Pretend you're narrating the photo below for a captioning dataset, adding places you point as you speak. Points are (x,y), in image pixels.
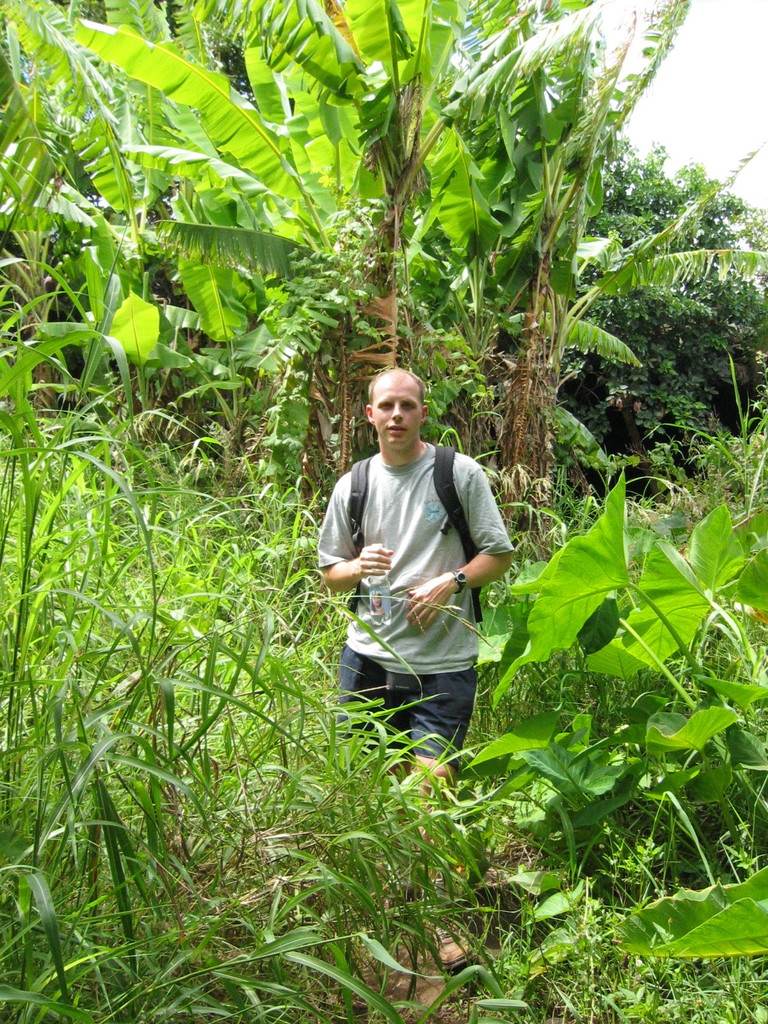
In this image we can see a person (456,717) holding a bottle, and he is wearing a backpack (448,493), there are plants (497,118), trees (406,42), grass (273,711), also we can see the sky (686,78).
